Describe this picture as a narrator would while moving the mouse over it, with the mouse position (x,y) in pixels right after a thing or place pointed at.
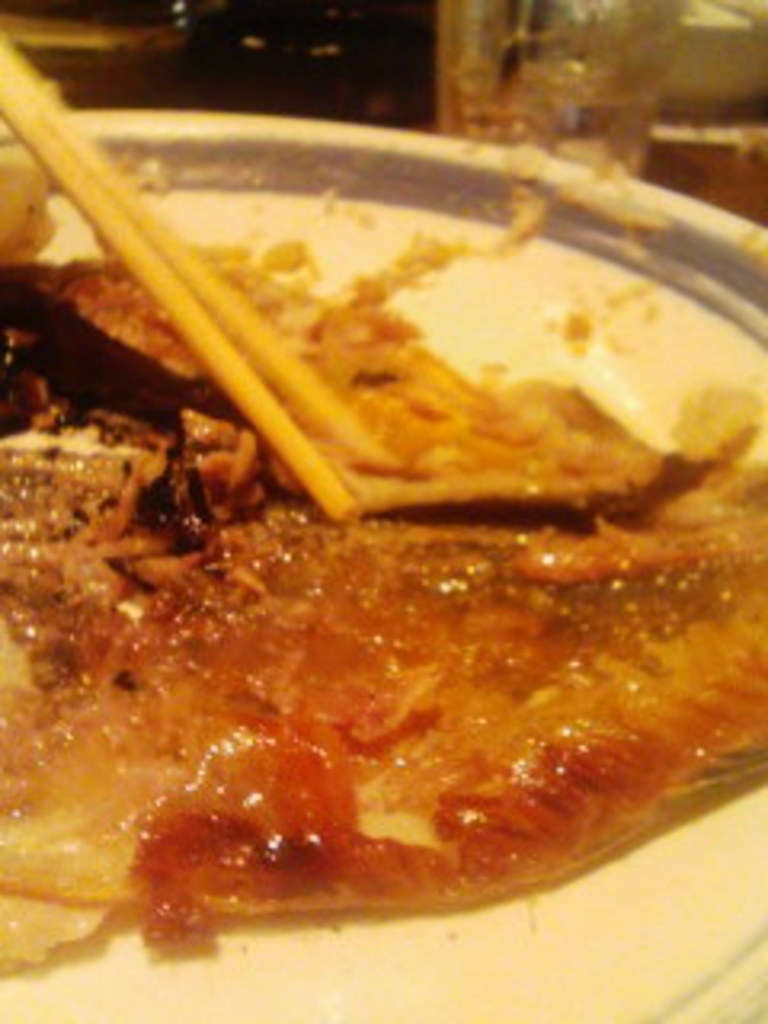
There is some food item (366,491) kept on a plate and there are two chopsticks (221,328) used to hold the food item (328,539).
